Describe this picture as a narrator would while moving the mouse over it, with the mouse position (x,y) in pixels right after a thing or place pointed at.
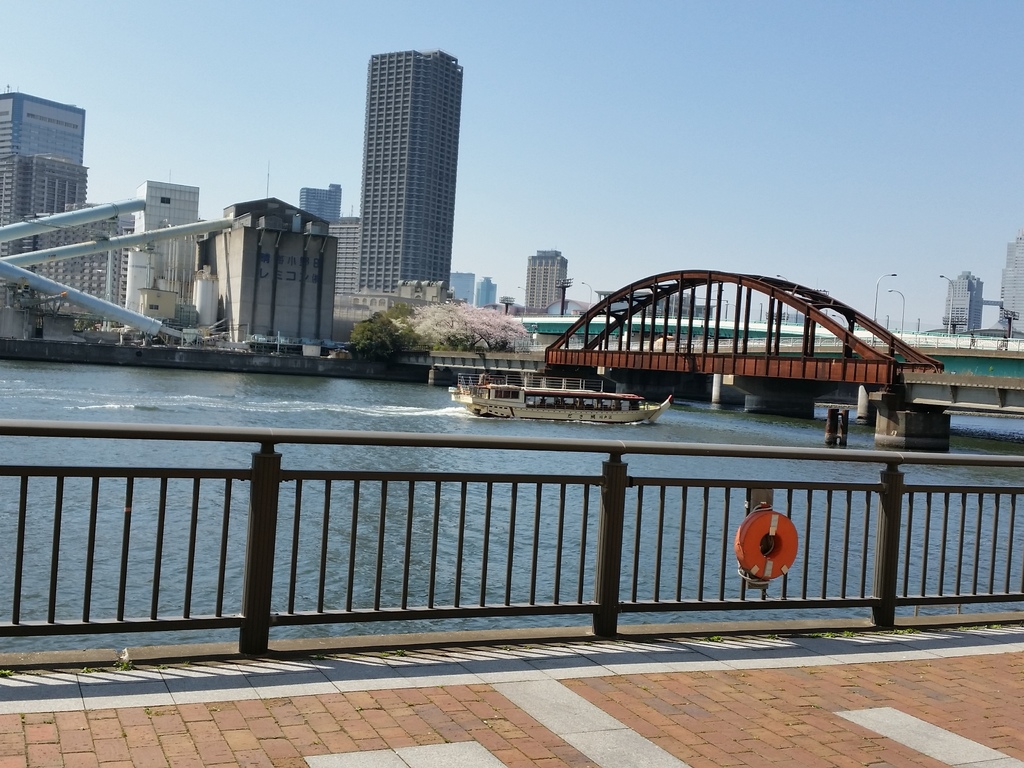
In this image we can see the buildings (239,241), trees (413,312), light poles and also the bridge (881,331). We can also see the boat (570,403) on the surface of the water (477,423). We can see the railing (950,492) and also the path (570,695). In the background (571,159) we can see the sky (830,193).
